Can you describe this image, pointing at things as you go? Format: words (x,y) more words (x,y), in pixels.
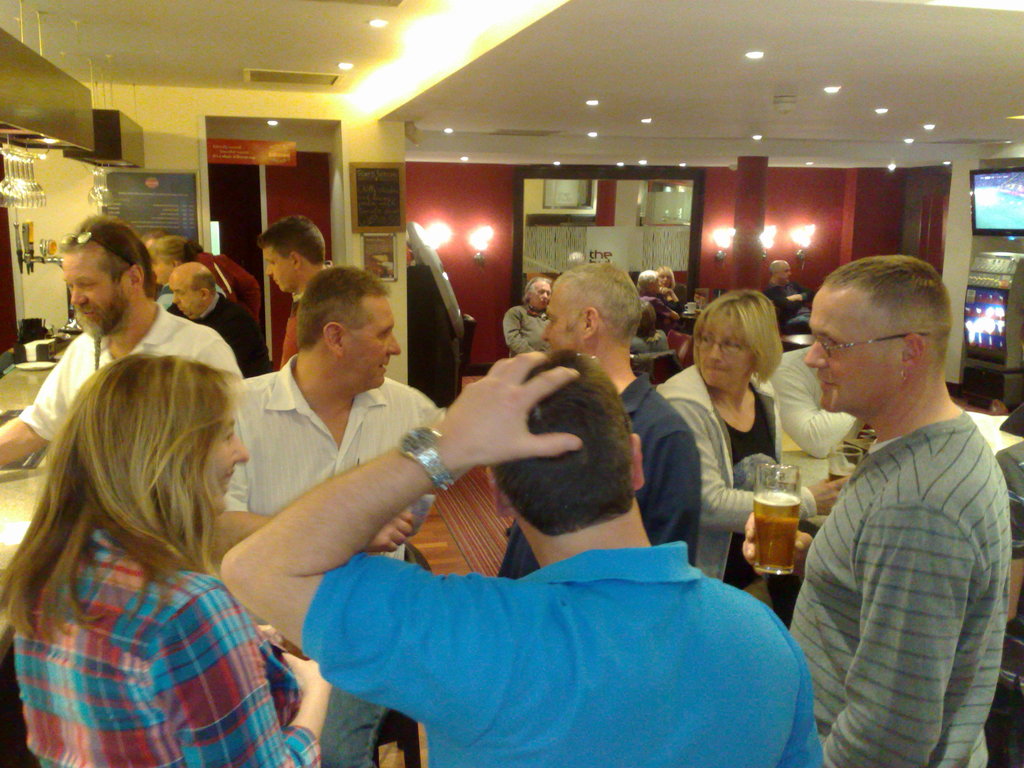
In this image few persons (533,486) are standing on the floor (432,532). Right side (953,726) a person (937,723) is holding a glass (758,532) in his hand (805,543). He is wearing spectacles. Glass (780,543) is filled with drink (763,558). Beside him there is a person (620,648) wearing blue dress (486,648). He is wearing a watch (420,437). Left side (156,758) there is a woman (104,673) near the table (3,525) having few objects (26,342) on it. Few glasses (28,186) are hanged. Few persons (699,343) are sitting on the chairs (666,363). Few lights (486,250) are attached to the wall (835,246). Right side (998,215) a screen (977,210) is mounted on the wall (949,274). Few lights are attached to the roof (631,106).
